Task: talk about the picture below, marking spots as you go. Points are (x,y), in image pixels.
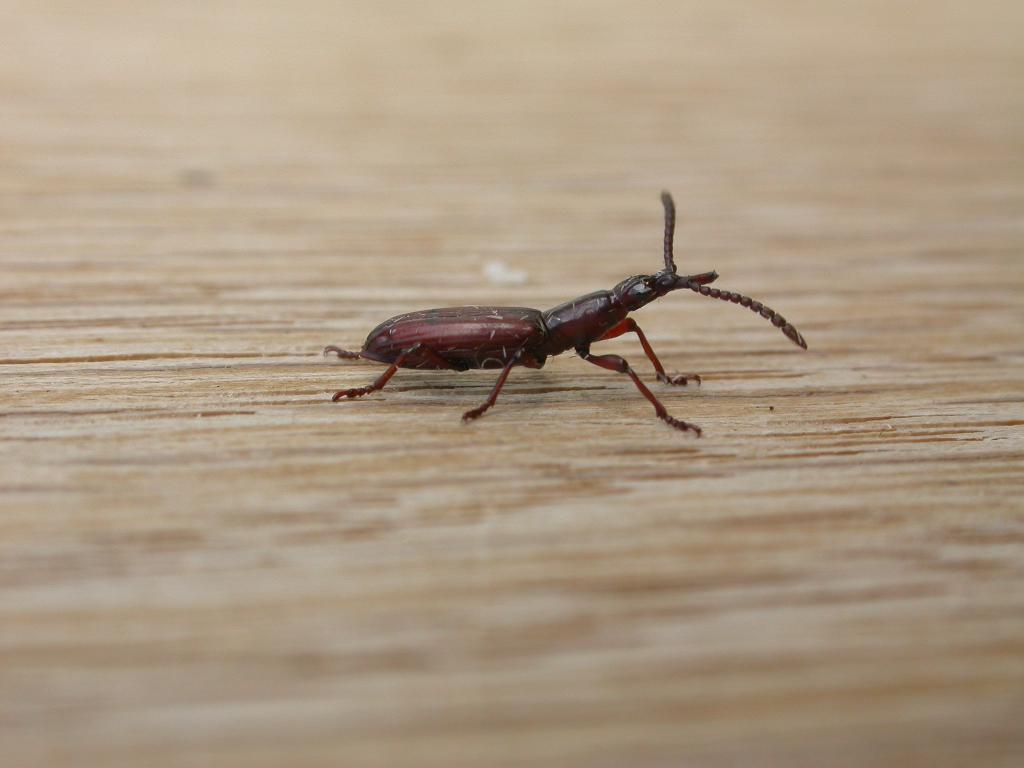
In this image there is a table (676,80), on that table (329,86) there is a insect (579,330).
